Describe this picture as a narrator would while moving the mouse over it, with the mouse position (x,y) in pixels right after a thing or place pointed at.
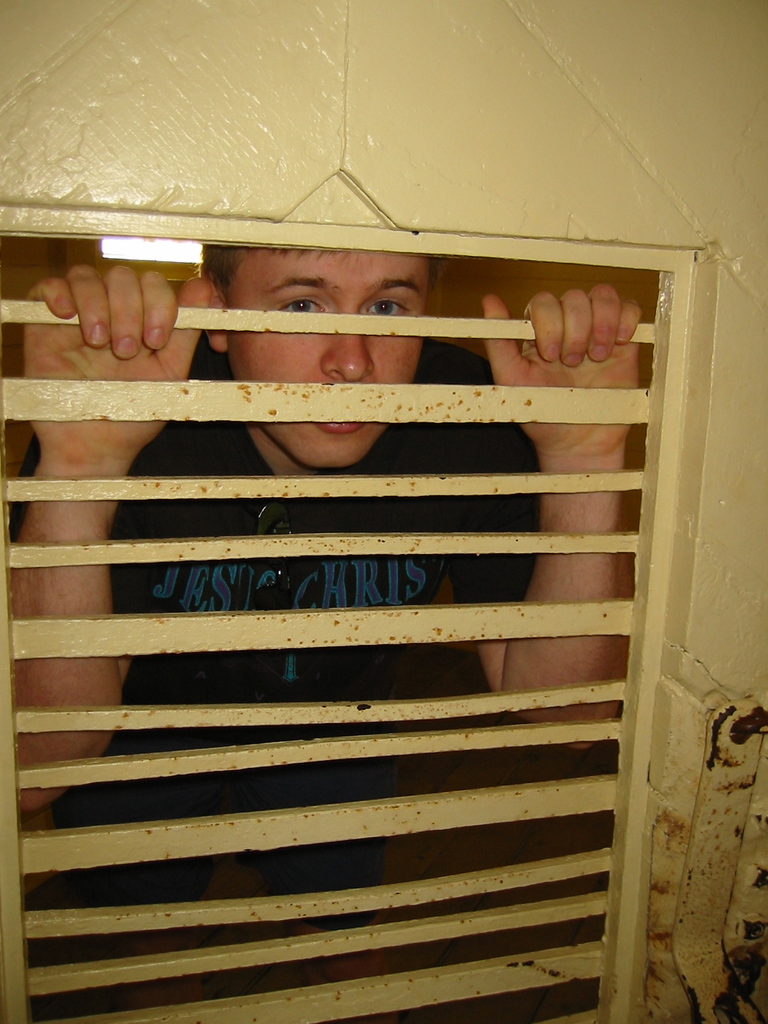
In the image there is a wall (374,53) with grills (322,705). Behind the grills (264,552) there is a man (315,423) holding the grills (513,695).
